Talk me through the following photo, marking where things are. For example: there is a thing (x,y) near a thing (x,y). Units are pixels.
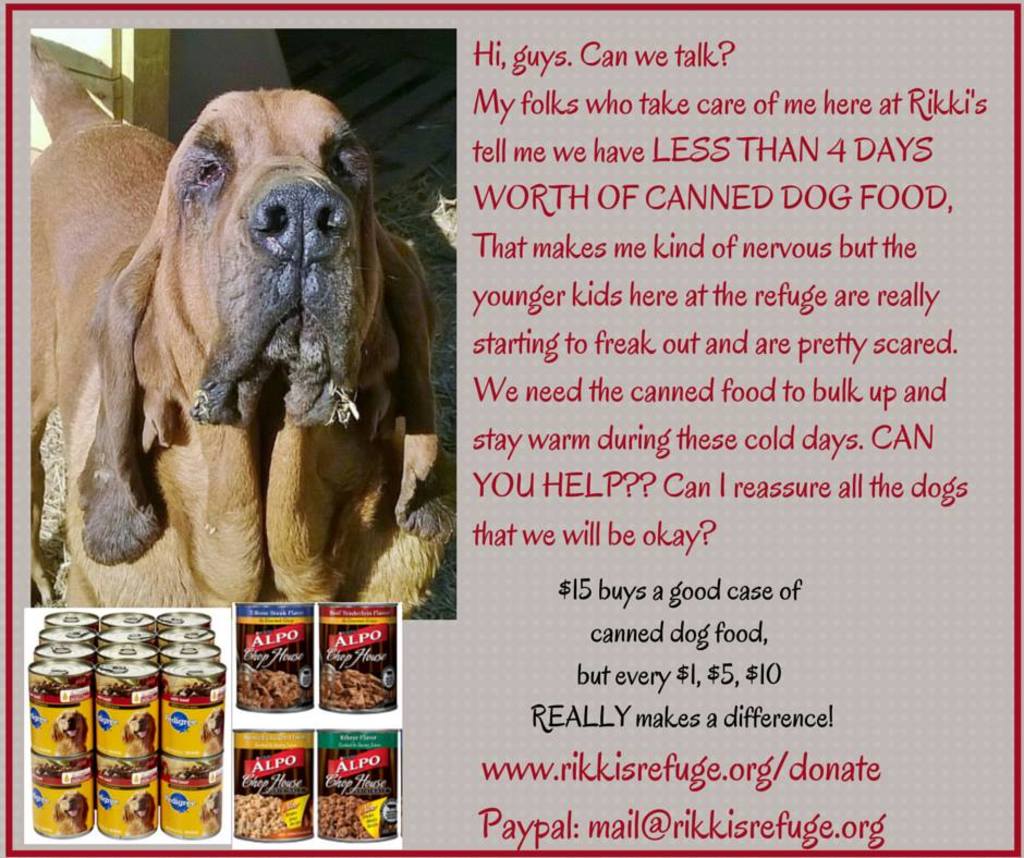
In this picture we can see a few cans (213,707), dog (313,525), grass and a wooden object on the left side (55,590). We can see some text (731,598) and numbers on the right side (732,653).
